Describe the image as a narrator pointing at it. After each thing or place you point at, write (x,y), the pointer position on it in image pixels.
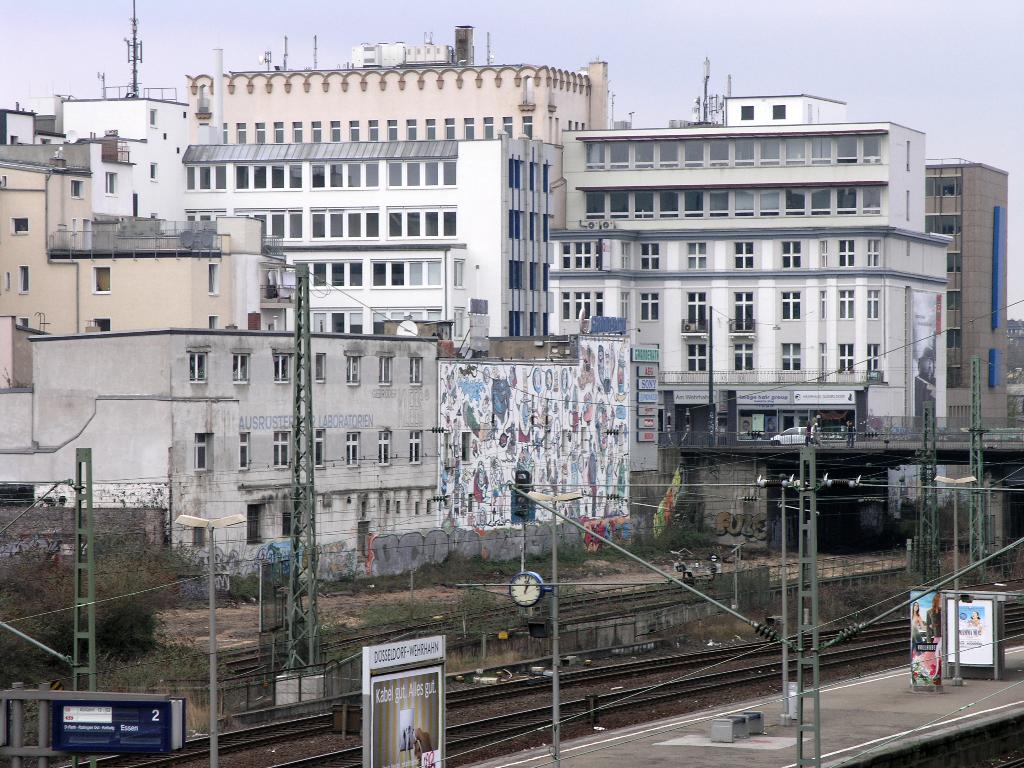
This picture show few buildings (442,126) and we see poles (811,545) and railway track (467,720) and a platform (700,720) with few advertisement boards (385,702) on it and we see a cloudy Sky (691,69) and trees (20,573) on the side.
